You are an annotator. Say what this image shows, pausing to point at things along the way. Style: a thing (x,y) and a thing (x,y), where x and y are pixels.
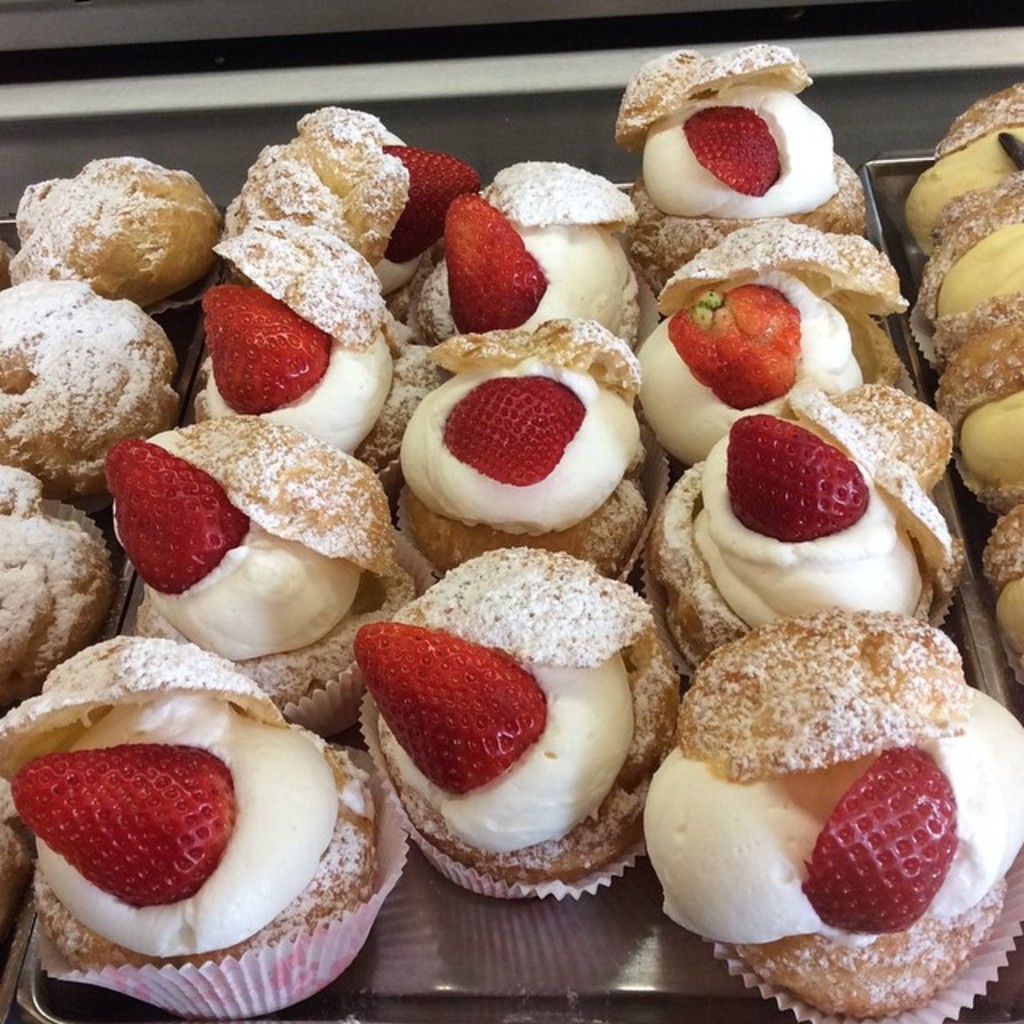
In this image, there is a plate (565,990) contains strawberries (158,761) on cakes (873,671).
